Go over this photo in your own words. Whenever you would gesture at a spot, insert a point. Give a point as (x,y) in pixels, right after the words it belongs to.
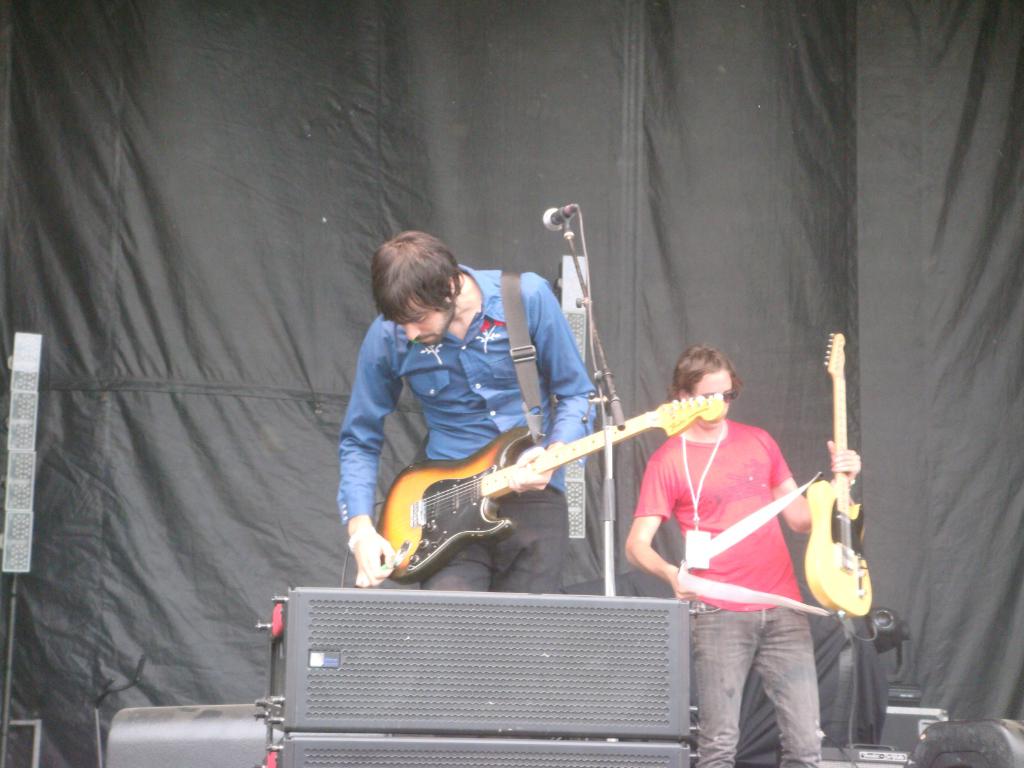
This is a picture of a live performance. In the foreground (498,605) there are speakers (533,724). In the center of the picture (438,280) there is a man (440,429) standing and playing guitar (586,449). There is a microphone (565,207) in the center of the picture (608,385). In the background (719,481) there is a man (747,580) in red t-shirt (700,473) holding guitar (822,500). In the background (395,157) there is a black curtain (702,198).
